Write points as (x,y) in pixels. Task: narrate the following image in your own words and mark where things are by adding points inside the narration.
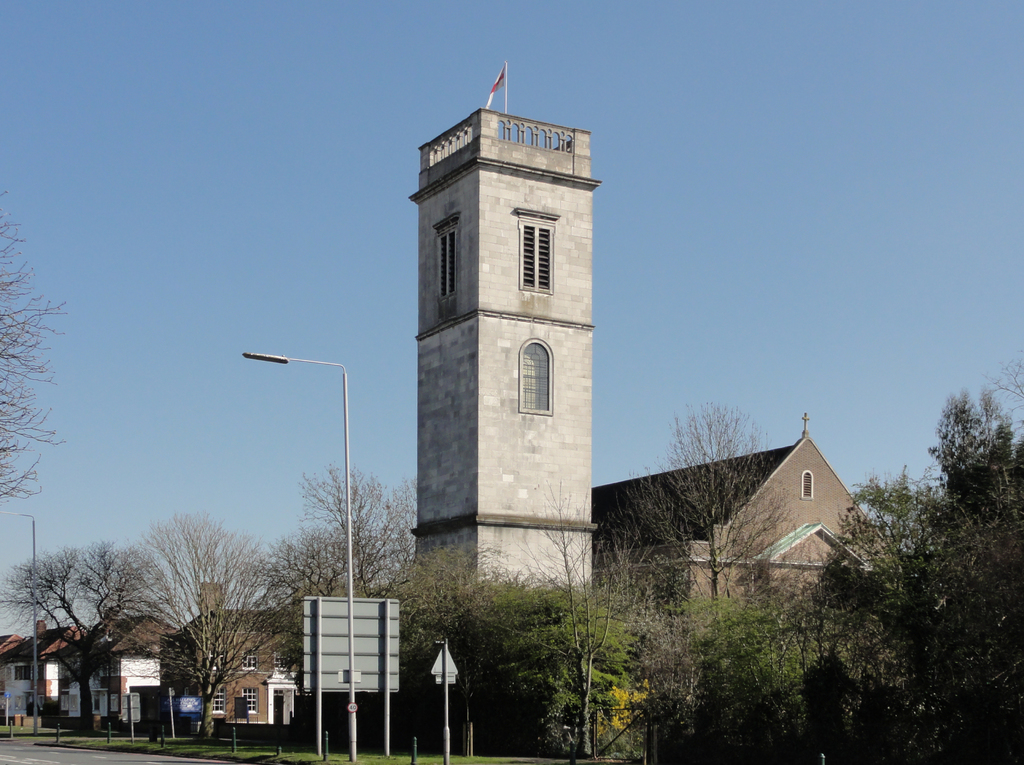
In this image we can see some buildings (650,504), trees (586,555), poles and other objects (19,719). On the left side (38,743) bottom of the image (157,744) there is the floor (83,756). On the left side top of the image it looks like a tree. In the background of the image (335,283) there is the sky (969,55).
